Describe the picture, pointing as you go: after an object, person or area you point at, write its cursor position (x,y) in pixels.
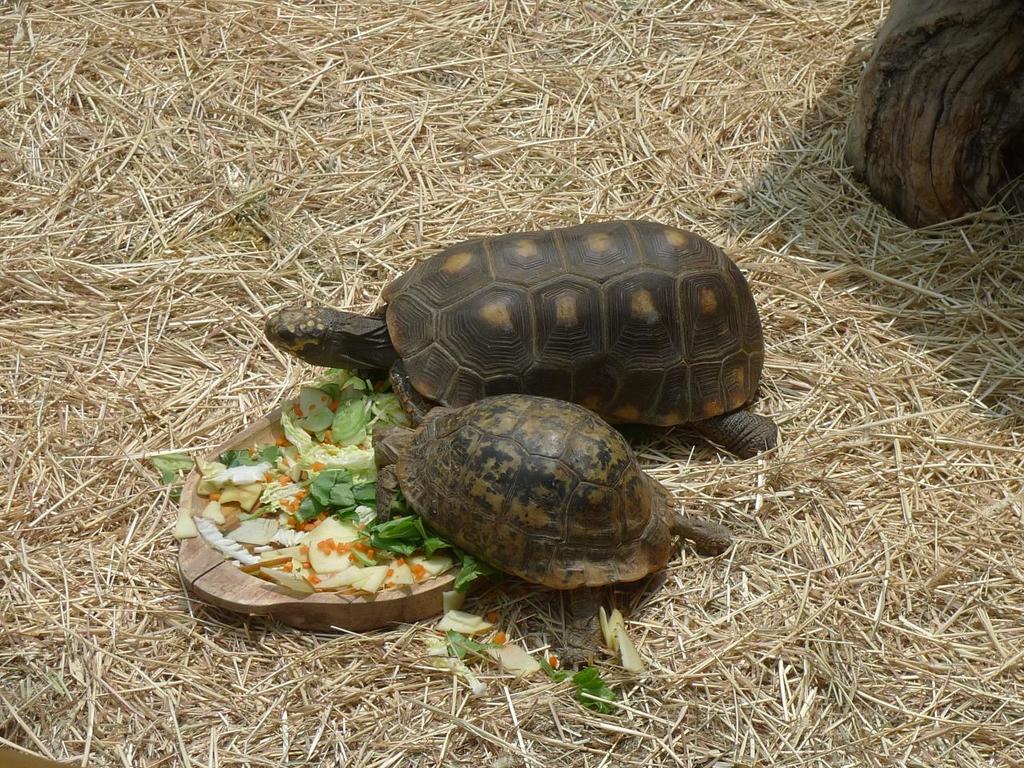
In this image there are two tortoises (537,376), there is a wooden bowl (219,578), there is food (335,474) in the bowl (258,444), there is a wooden object (933,96) towards the top of the image (939,115), there is dried grass (815,625).
